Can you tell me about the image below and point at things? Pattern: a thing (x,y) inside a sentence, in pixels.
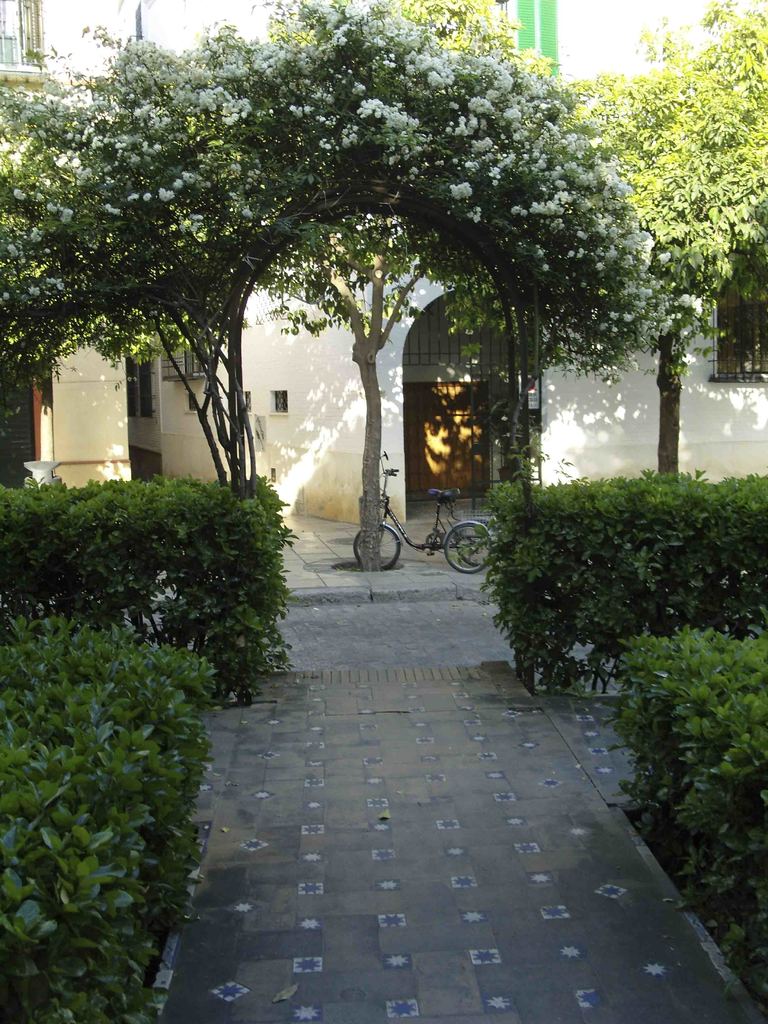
In this image there are trees (501,287). There is a cycle (430,495). There are buildings (350,336). There is a sky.
